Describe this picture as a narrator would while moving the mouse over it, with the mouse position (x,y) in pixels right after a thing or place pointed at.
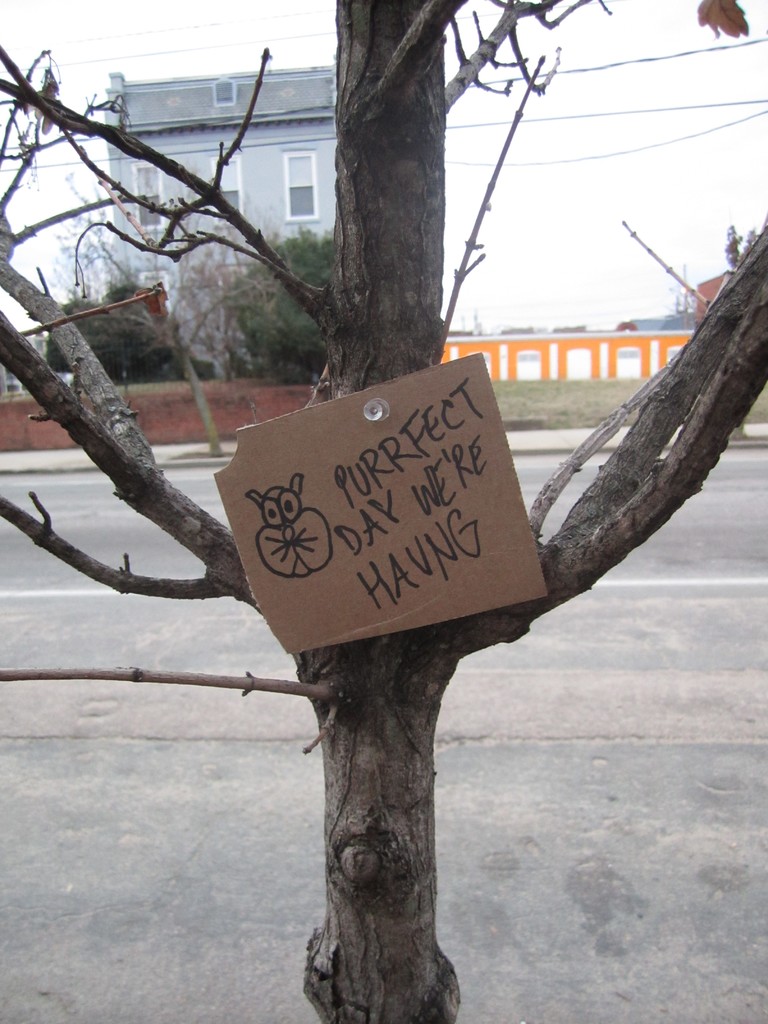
Here we can see a cardboard (443,537) and there are trees (376,857). This is road (694,684) and there is a wall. In the background (593,334) we can see a building (331,180) and this is sky (593,180).
